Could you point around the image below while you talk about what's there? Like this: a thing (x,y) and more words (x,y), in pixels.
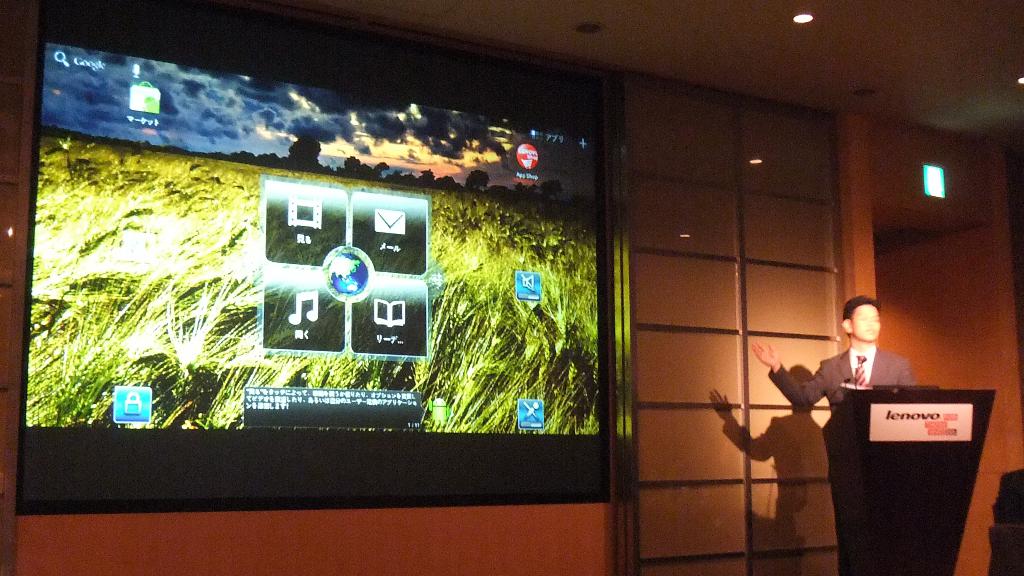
Here in this picture we can see a person (835,381) standing on the stage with a speech desk (842,428) present in front of him, speaking something and beside him we can see a projector screen (70,455) present on the wall (631,256) over there and at the top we can see lights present here and there.
